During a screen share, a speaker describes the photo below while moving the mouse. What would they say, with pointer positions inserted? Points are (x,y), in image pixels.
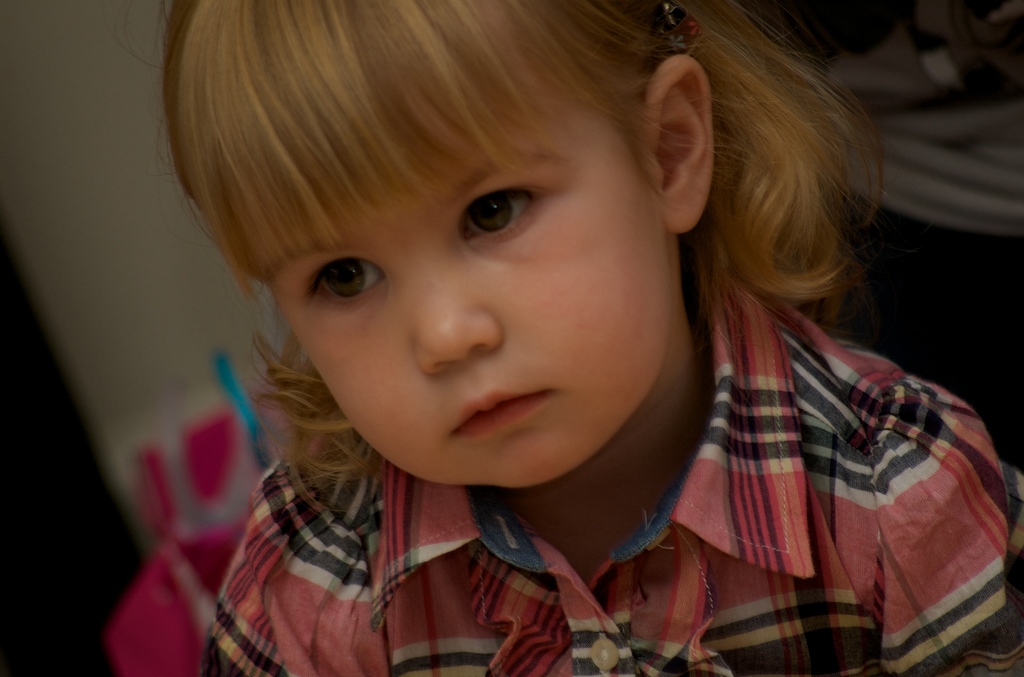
In this image there is a girl (490,371).
